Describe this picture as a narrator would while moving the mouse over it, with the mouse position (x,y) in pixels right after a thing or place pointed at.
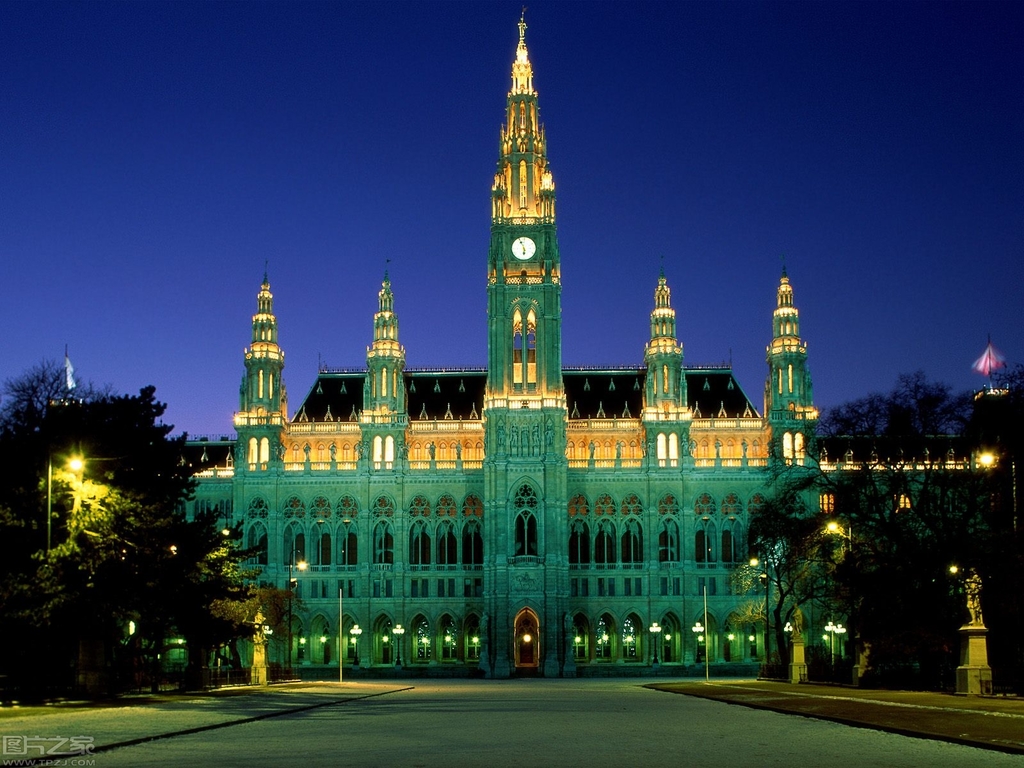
In the center of the image (522,471), we can see building (650,525) and in the background (883,541), there are trees (769,521), lights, pillars (974,632). At the bottom (342,717), there is road (498,710).
